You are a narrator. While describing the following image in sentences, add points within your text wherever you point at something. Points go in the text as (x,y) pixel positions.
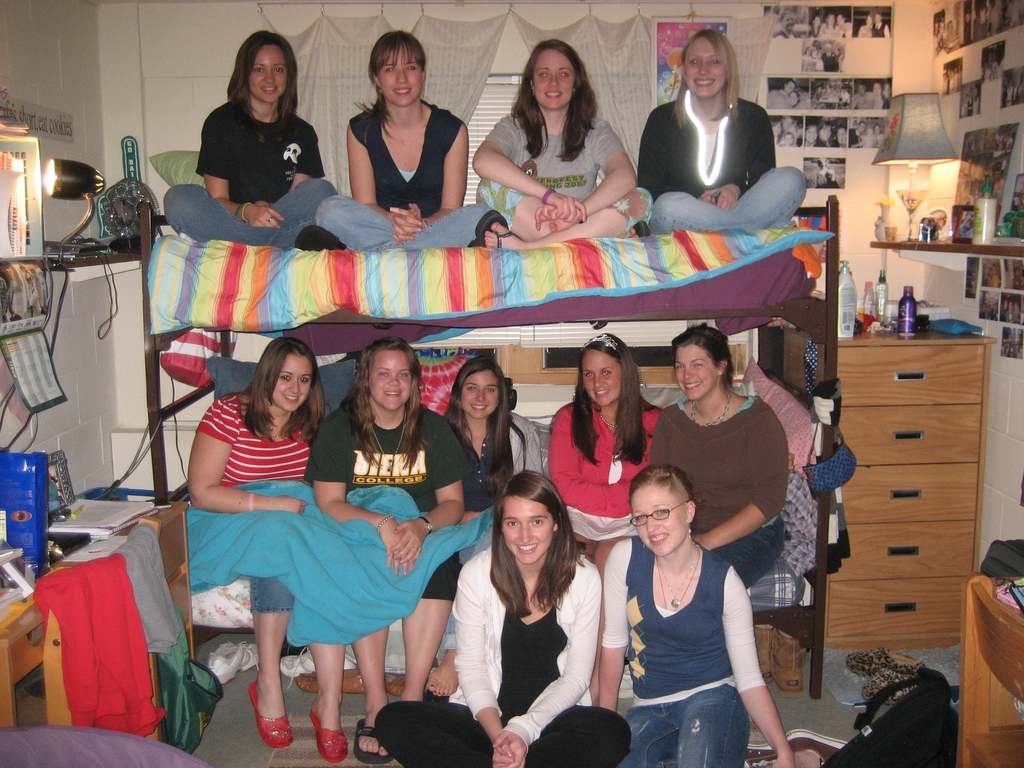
In this image we can see group of women (749,174) sitting on the bed (252,295). Two women (739,716) are sitting on the floor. In the background (928,471) we can see a cupboard (952,539), chair (984,618) and a lamp (895,145) and curtains (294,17).
